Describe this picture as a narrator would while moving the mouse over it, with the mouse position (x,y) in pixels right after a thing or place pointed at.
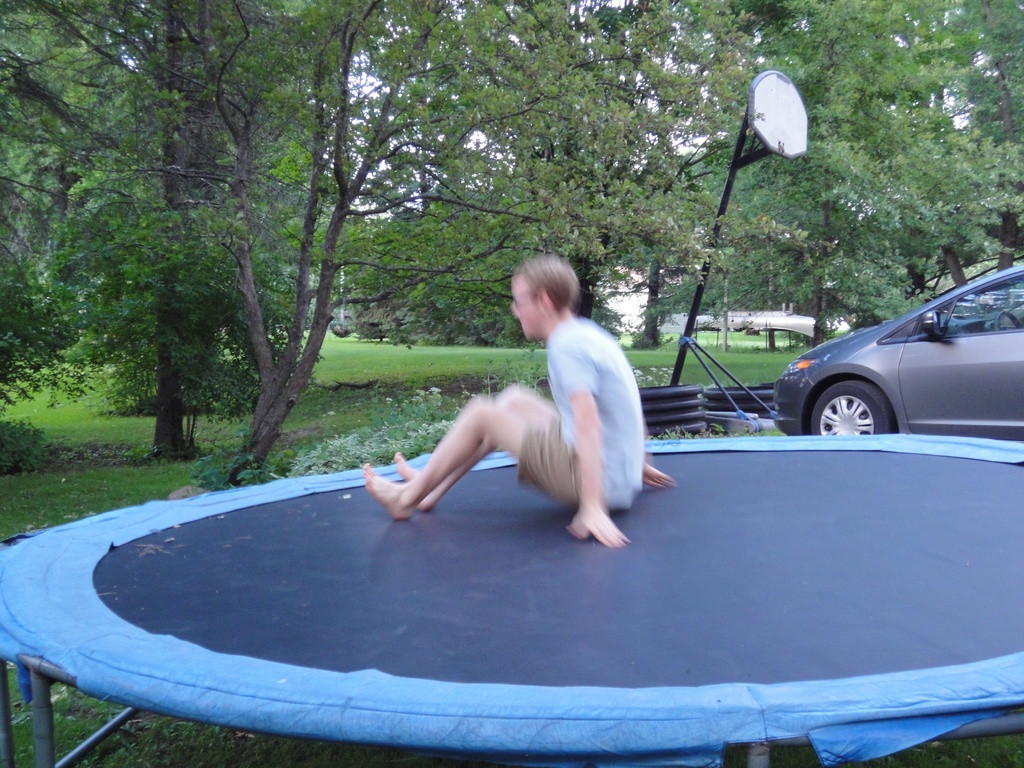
In this picture, we see the man (580,407) is jumping on the trampoline (536,546). On the right side (893,332), we see a car (910,401) parked. In front of that, we see a pole (696,309) and a board (765,119) in white color. Beside that, we see the tubes (663,419) or tyres (699,415). Beside that, we see the grass (693,370) and the shrubs (196,463). There are trees (187,450) in the background (550,214).
